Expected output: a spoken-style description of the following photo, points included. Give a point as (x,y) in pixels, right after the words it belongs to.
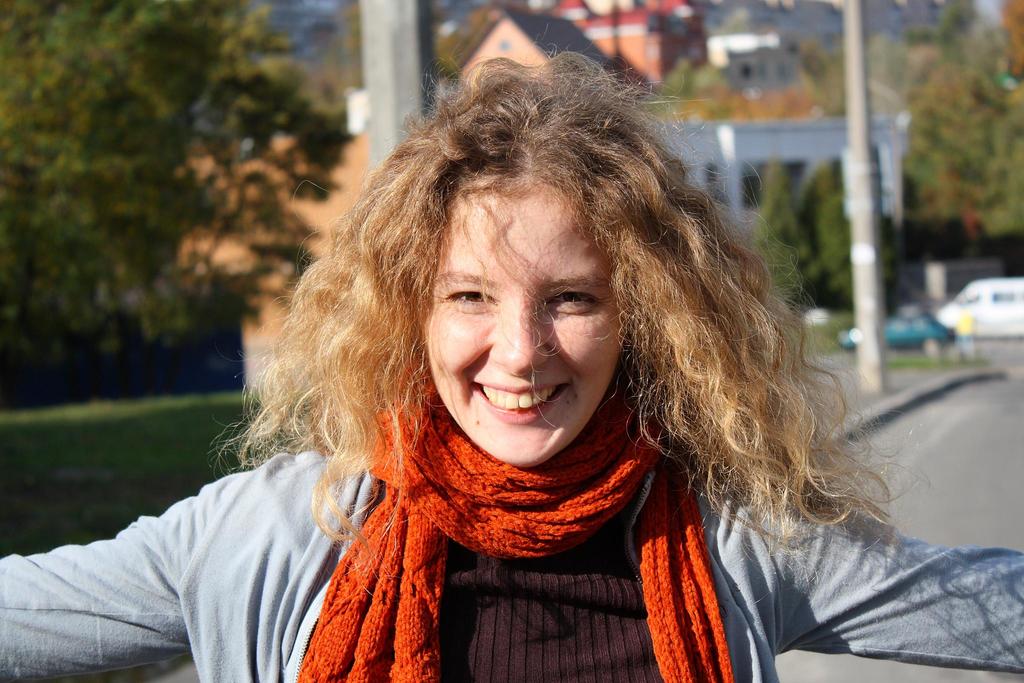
In the image there is a woman (819,609) she is wearing an orange stole (567,455) around her neck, she is smiling. Behind the woman (426,283) there are few trees (812,204) and houses (622,20).
